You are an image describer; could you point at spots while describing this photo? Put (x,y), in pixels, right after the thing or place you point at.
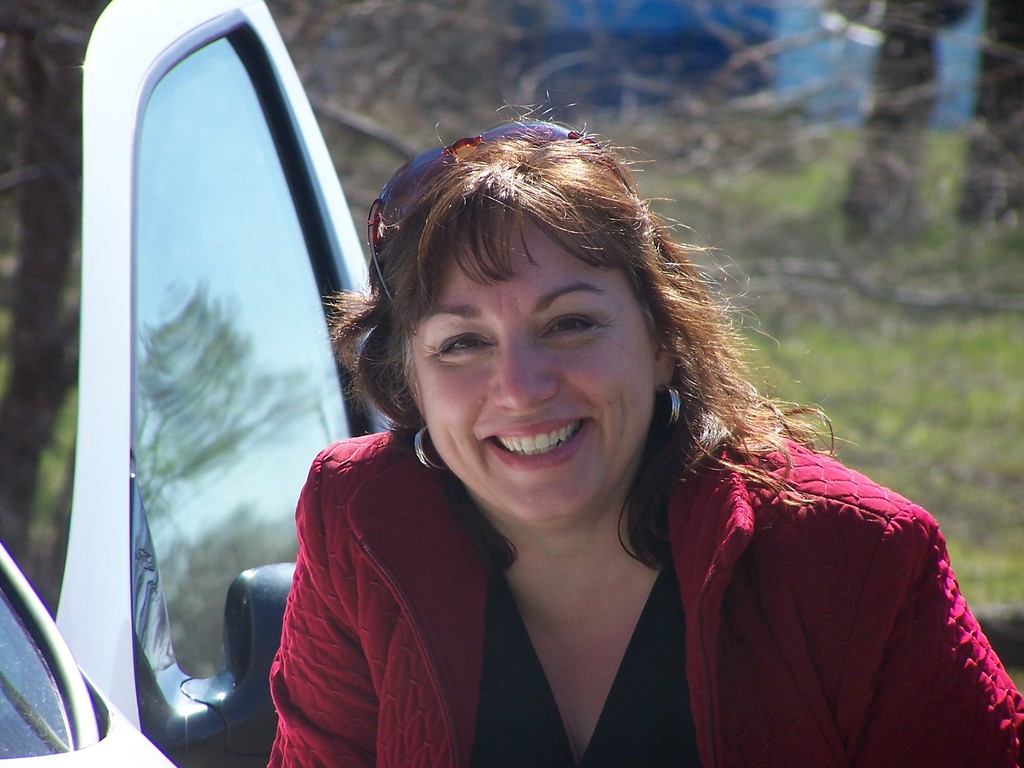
In this image I can see a person (270,680) and the person (869,730) is wearing red and black color dress (828,590). Background I can see a vehicle (169,362), and trees (68,350) in green color.
